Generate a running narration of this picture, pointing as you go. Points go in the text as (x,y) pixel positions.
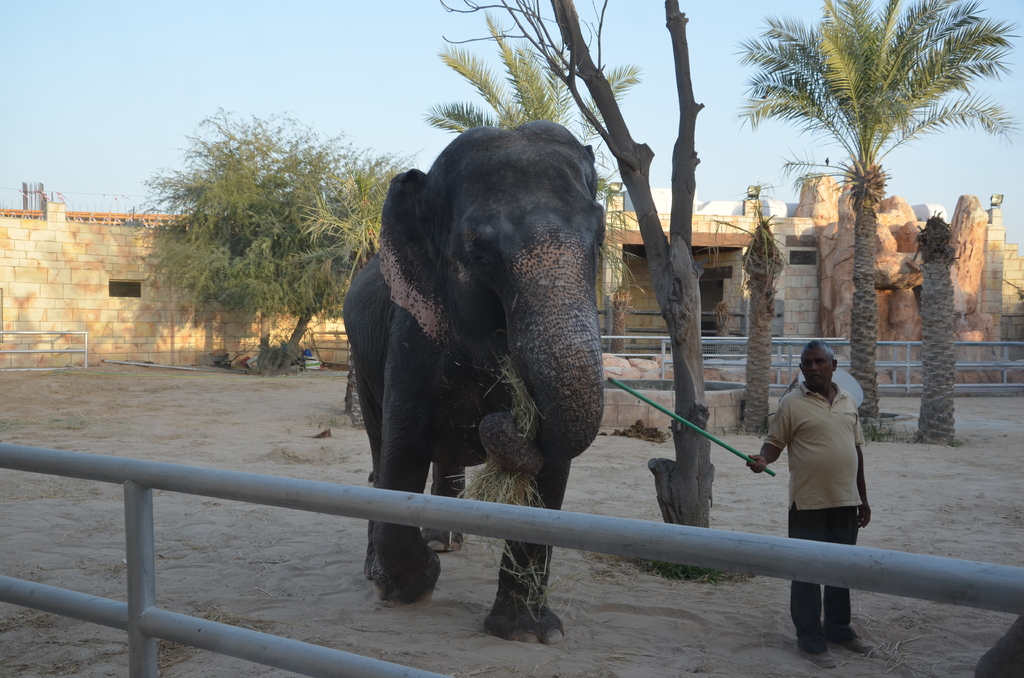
There is an elephant (414,330) walking in the ground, it is eating the grass (528,426) and beside the elephant (587,393) a man (821,467) is standing by holding a stick (733,449) and around the ground (167,375) there are some trees (656,265) and in the background (193,99) there is a sky (154,44).
